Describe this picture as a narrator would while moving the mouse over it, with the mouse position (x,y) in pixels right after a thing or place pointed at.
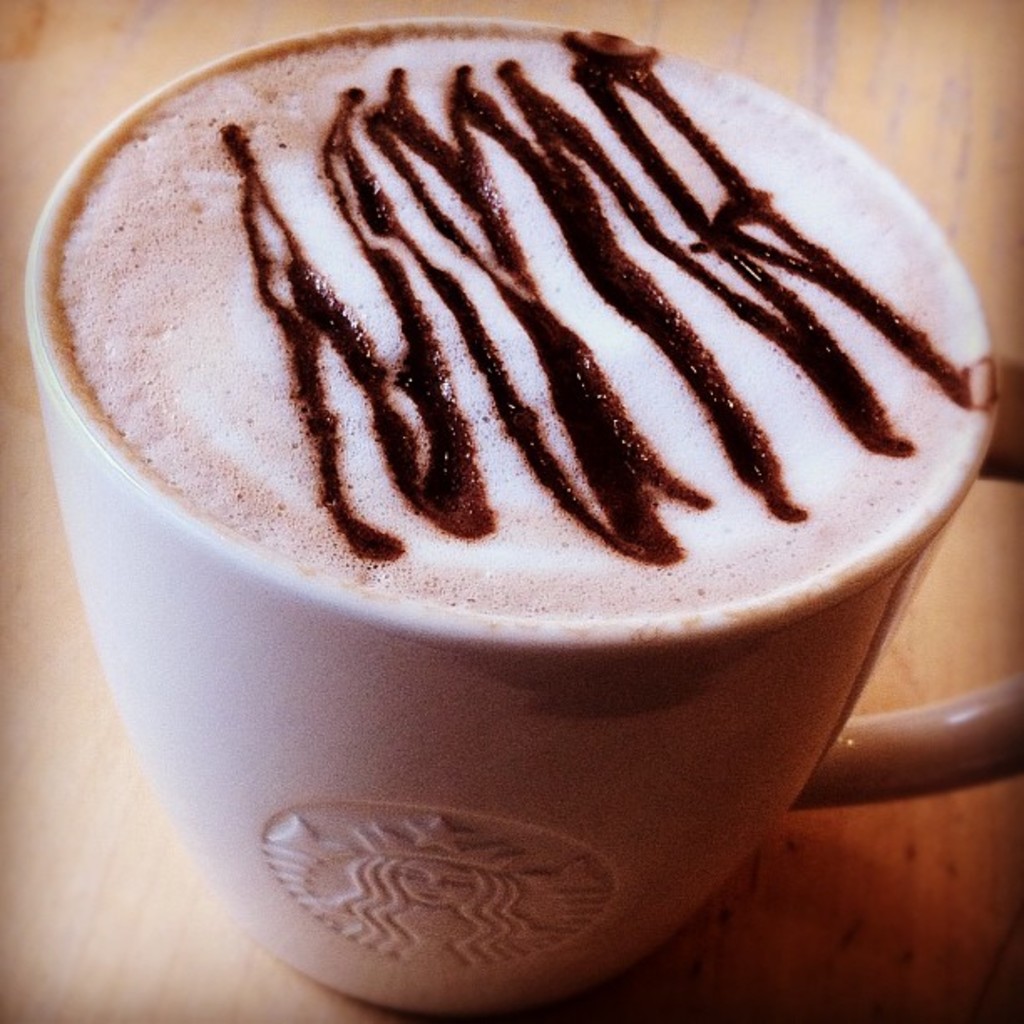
In this image there is coffee (522,271) in a mug (577,820) on a table (567,1004).
